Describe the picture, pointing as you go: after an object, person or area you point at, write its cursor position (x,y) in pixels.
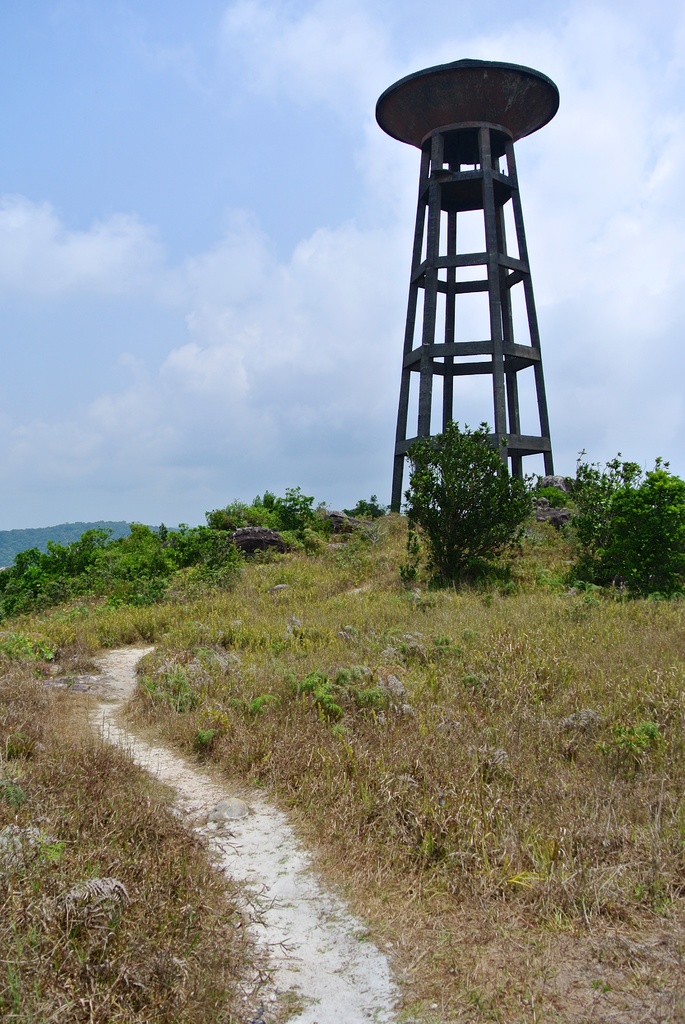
In the image there is a lot of grass (330,610) and some plants (375,511), in the background (431,381) there is a tower (431,110).
